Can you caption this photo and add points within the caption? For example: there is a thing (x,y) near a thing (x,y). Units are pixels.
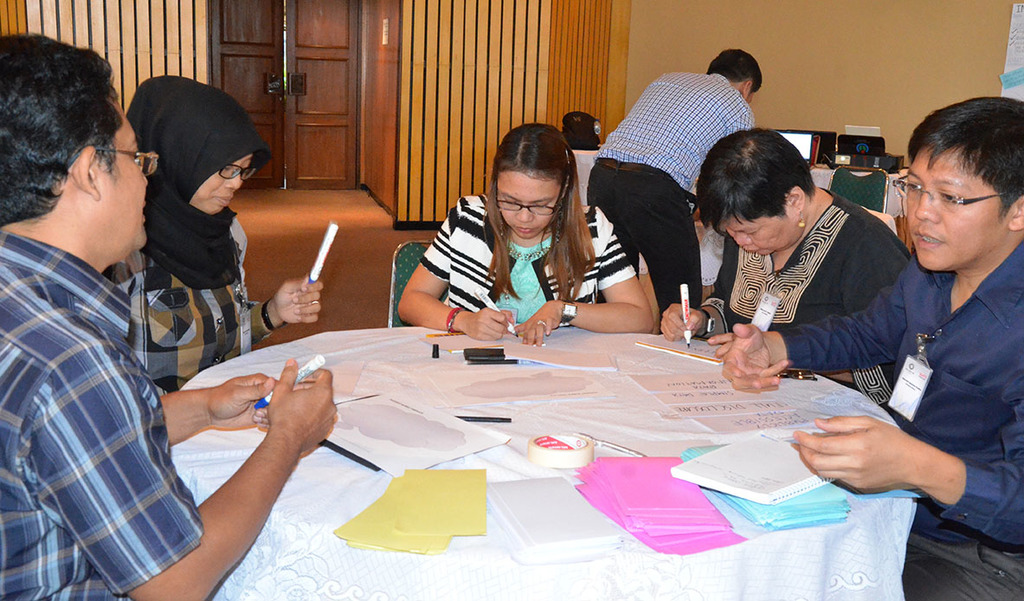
On the left side of the image we can see two persons (70,492) are sitting and holding a marker (309,373) in their hands (298,394). In the middle of the image (567,281) we can see a table (287,567) and a lady (586,249) is sitting on a chair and writing something with a marker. On the right side of the image (782,312) we can see two people (962,384) are sitting on the chair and one person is writing.
